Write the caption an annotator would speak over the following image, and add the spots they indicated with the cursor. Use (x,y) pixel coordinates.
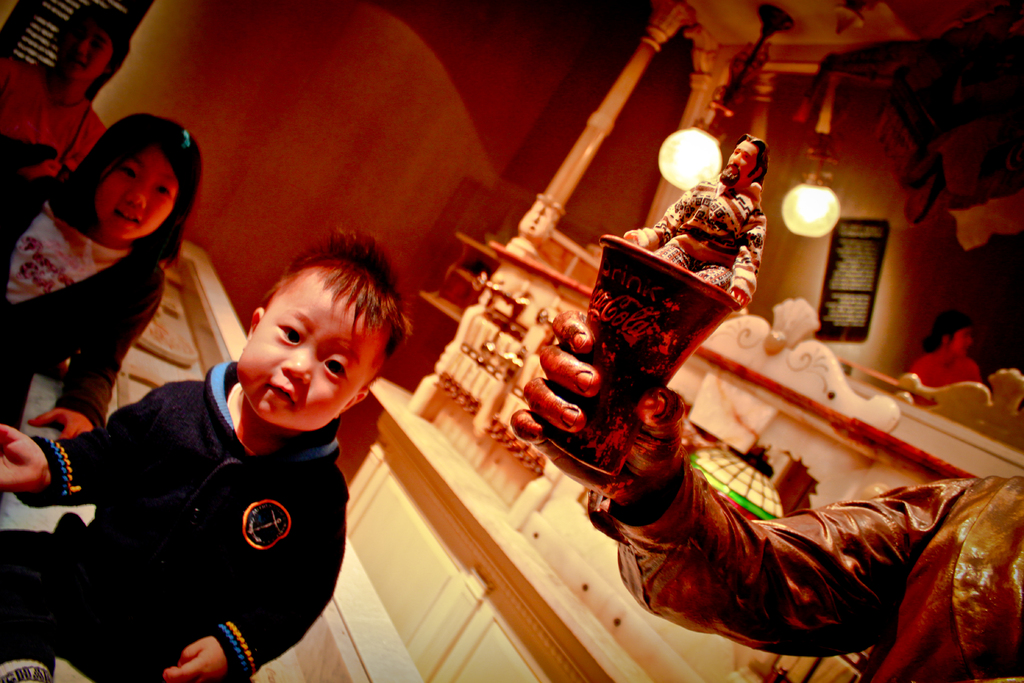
In this image there is a person (70,65) and children's (25,252) are standing and sitting, on the right side of the image (733,588) there is a depiction (749,557) of a person (890,610) holding a glass (627,393), on which there is another depiction (726,230) of a person (700,270) sitting, behind that there is a wall structure (433,629) with lamps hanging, beside that there is a woman (943,357) standing. In the background (857,237) there are a few boards (849,285) hanging on the wall (952,263).
